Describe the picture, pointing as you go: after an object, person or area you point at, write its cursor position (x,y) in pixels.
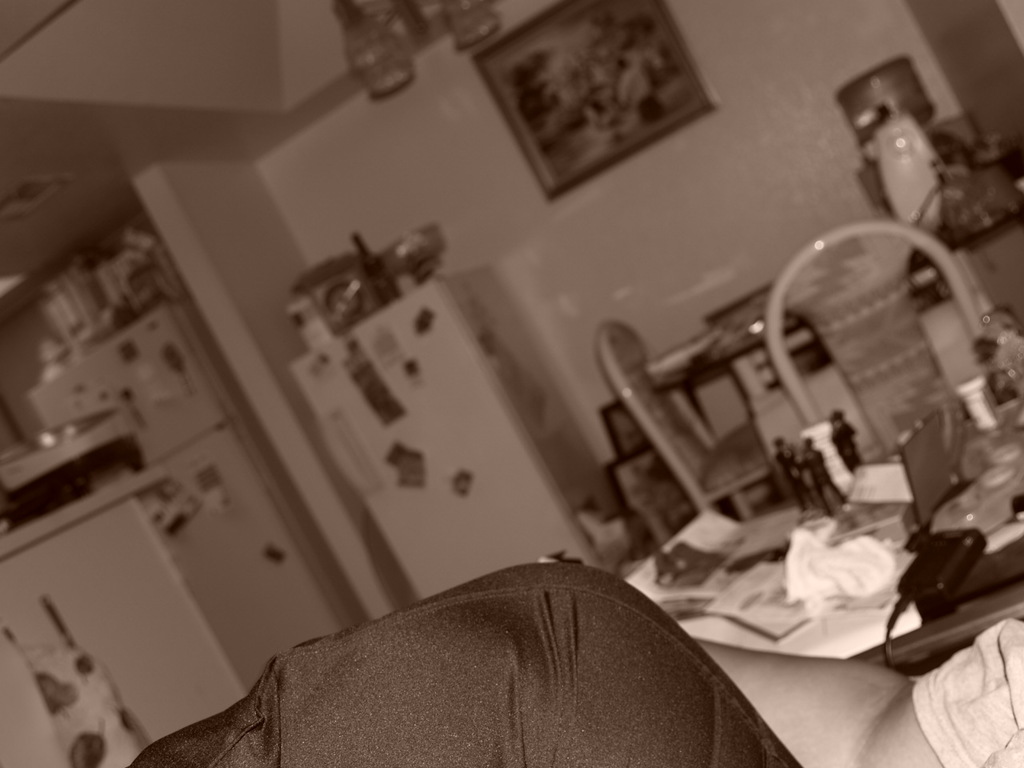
This is an picture of a room (349,313), there are some objects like chairs (691,400), tables (773,561) with some things (816,562) on it, also we can see refrigerators (378,340) with some objects (362,249) on it, on the wall (327,242) we can see a photo frame (571,104) and at the top of the roof (270,62) we can see some lights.
